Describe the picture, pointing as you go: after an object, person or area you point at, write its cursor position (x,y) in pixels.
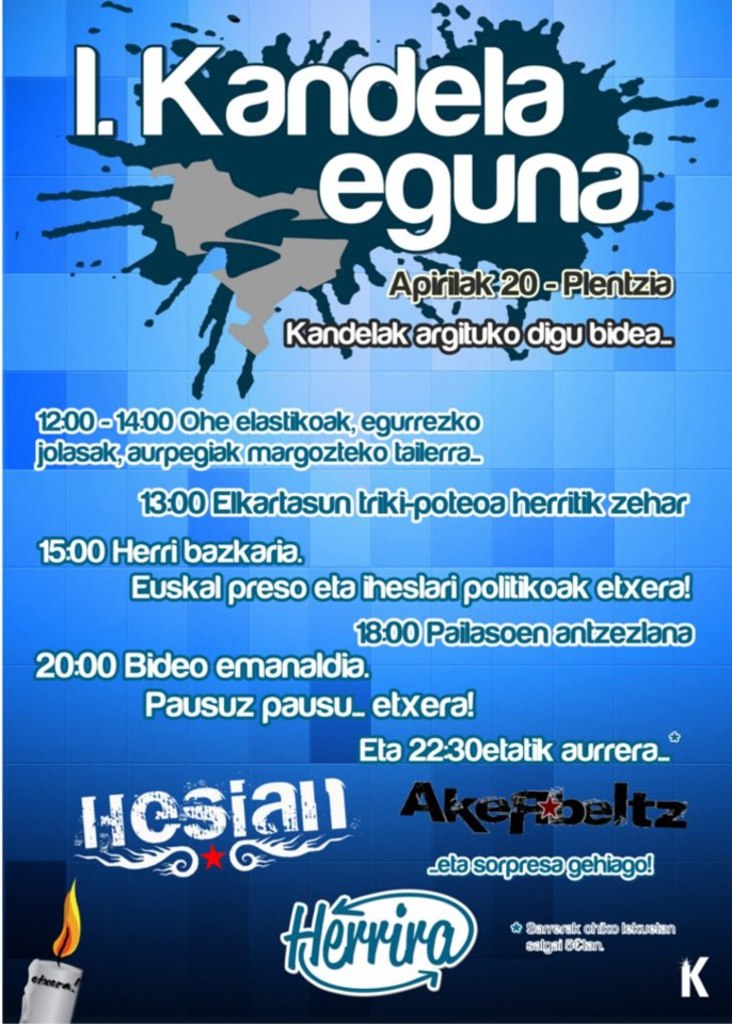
There is a poster (428,181) in the image, where there is text (374,705), it seems like logo (331,940) and a candle (39,1016).
